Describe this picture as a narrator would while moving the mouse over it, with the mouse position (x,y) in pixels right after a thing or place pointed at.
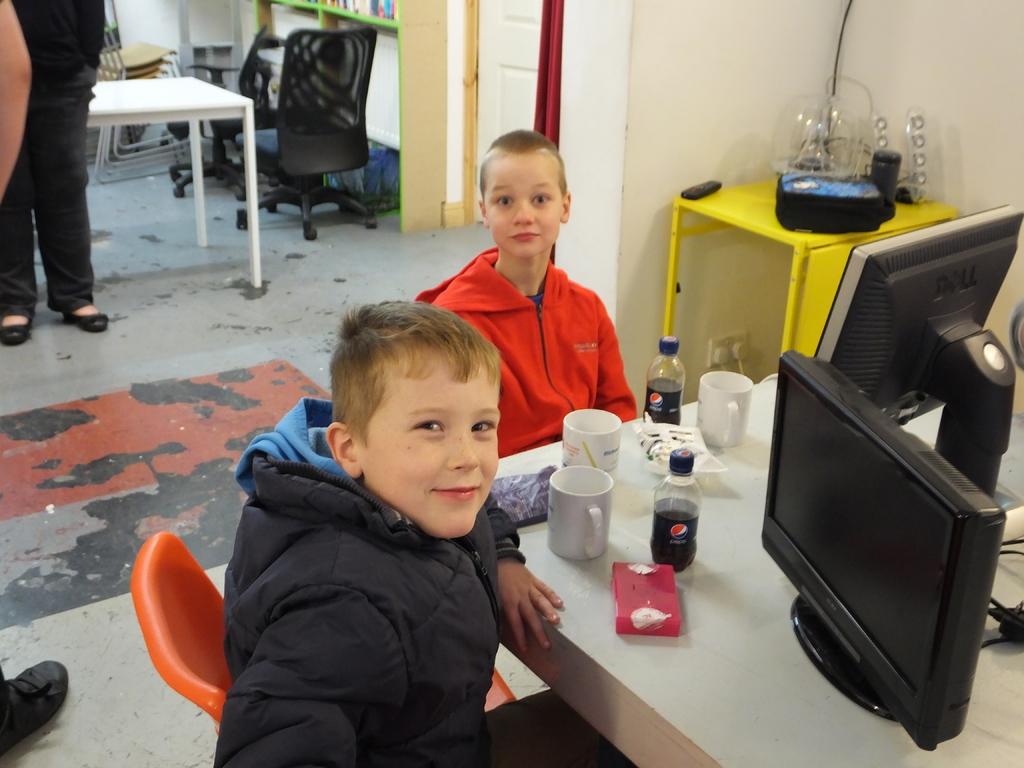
In this image we can see this children (240,478) are sitting on the chairs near the table (597,628). There are cups (586,538), bottles (677,539) and monitors (881,456) on the table (747,582). In the background (530,21) we can see a door (515,28), chairs (308,98), and a person (79,149) standing.
